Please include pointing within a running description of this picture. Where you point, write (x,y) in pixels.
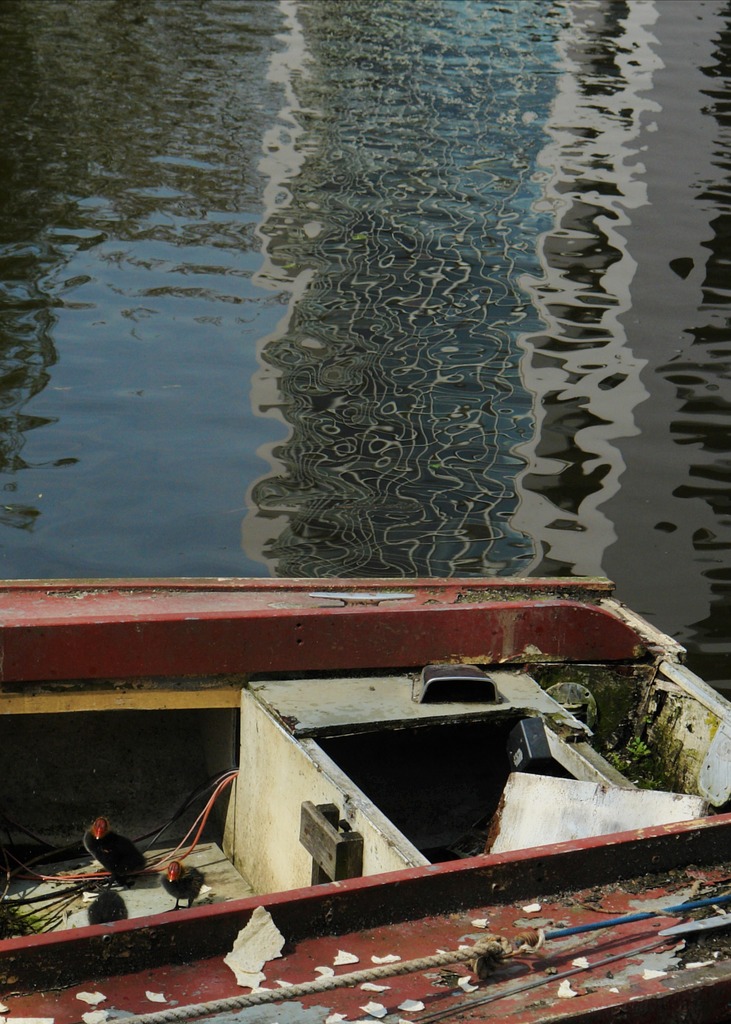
In the foreground (272,690) I can see a boat (311,692) in the water (351,465). This image is taken may be during a day in the lake (384,563).
